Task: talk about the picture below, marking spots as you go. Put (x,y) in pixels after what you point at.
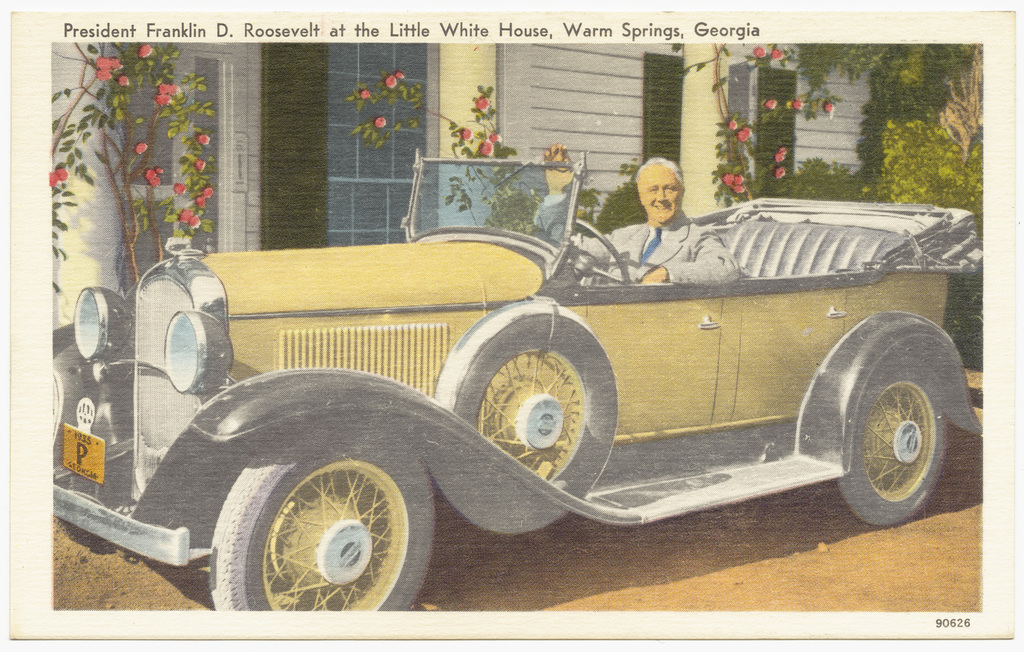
In this picture we can see the painting (590,324) of a person (660,242) sitting in the car (755,373) and in the background of the painting (793,100) we can see the house (275,119), trees (894,125), plants (80,173) and flowers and there is a text (735,32) on the image.
